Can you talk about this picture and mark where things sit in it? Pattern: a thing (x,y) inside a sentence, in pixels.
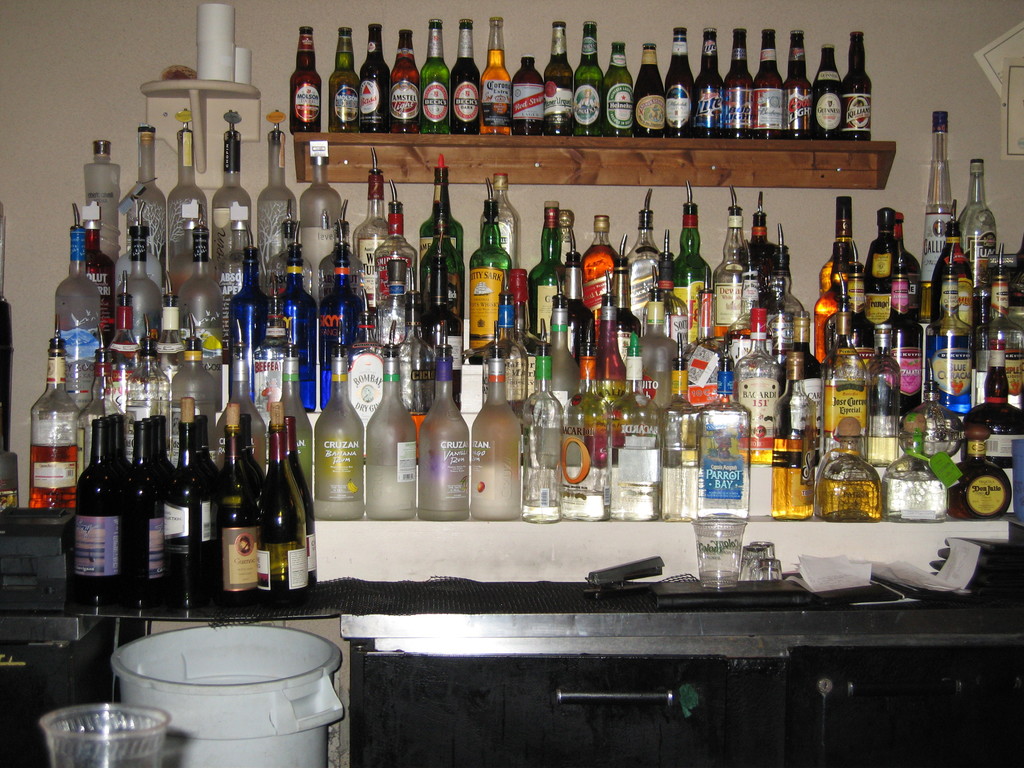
In the image we can see there are bottles (568,396) which are arranged on a table (441,635) and on the rack (652,138) and there is a dustbin (246,704) over here.
